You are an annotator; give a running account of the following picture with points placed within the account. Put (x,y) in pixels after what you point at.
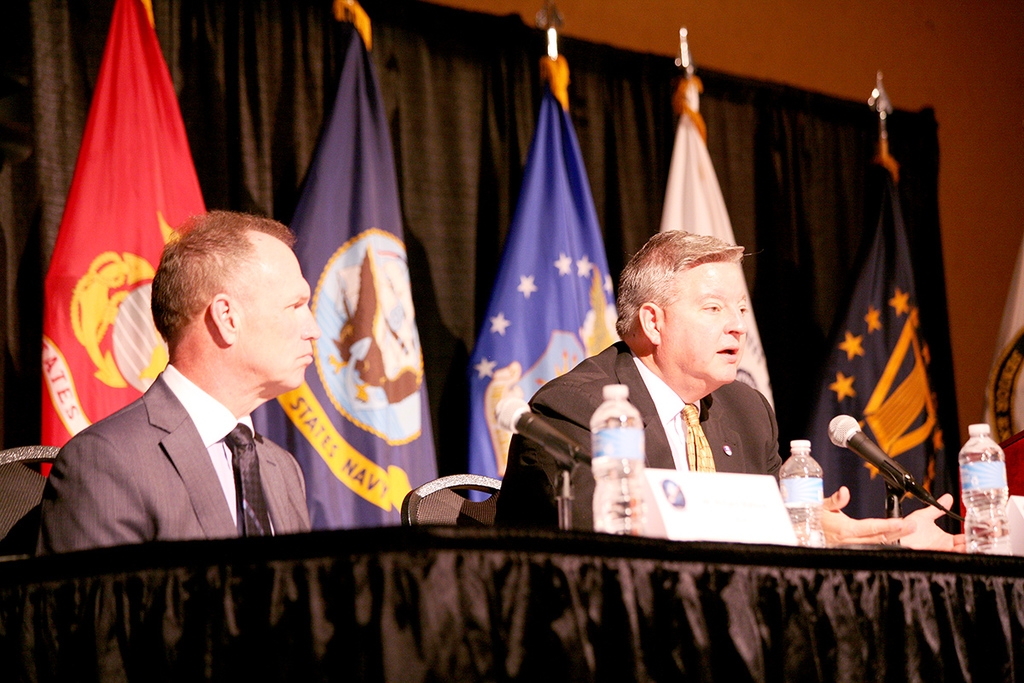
In this image we can see a some people (514,436) sitting on the chairs (453,474) near a table (549,553) containing a mic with a stand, bottles (820,503) and a board (724,519). On the backside (893,354) we can see the flags (558,207), curtain (729,187) and a wall (780,26).
